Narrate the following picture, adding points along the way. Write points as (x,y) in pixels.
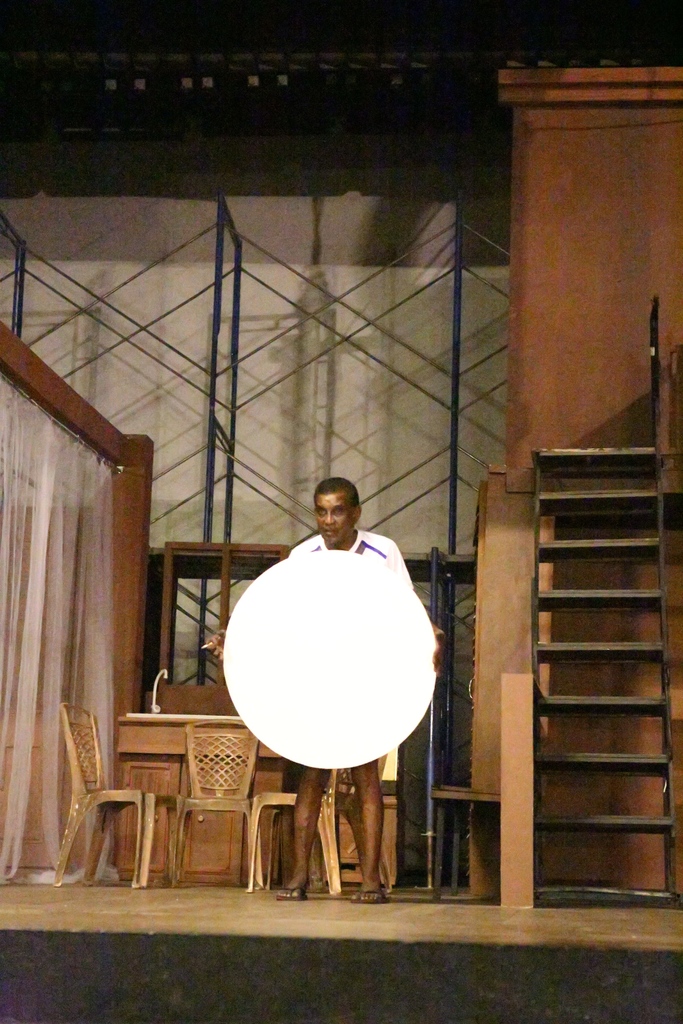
In this image I can see a man (356,499) is standing and I can see he is holding white colour circular thing (343,636). I can also see few chairs (260,861), stairs (572,766) and table (205,823) over there.
